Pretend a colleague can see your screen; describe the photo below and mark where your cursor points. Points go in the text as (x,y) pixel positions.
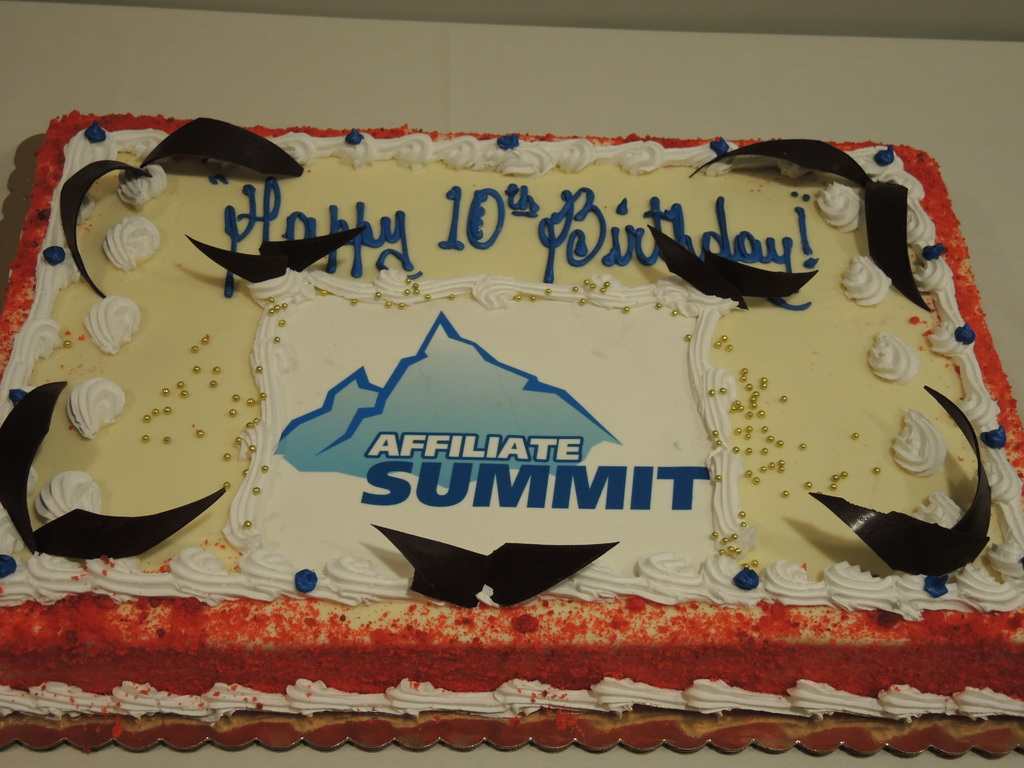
In the image there is a cake (355,677), it is decorated with different creams (153,249).
